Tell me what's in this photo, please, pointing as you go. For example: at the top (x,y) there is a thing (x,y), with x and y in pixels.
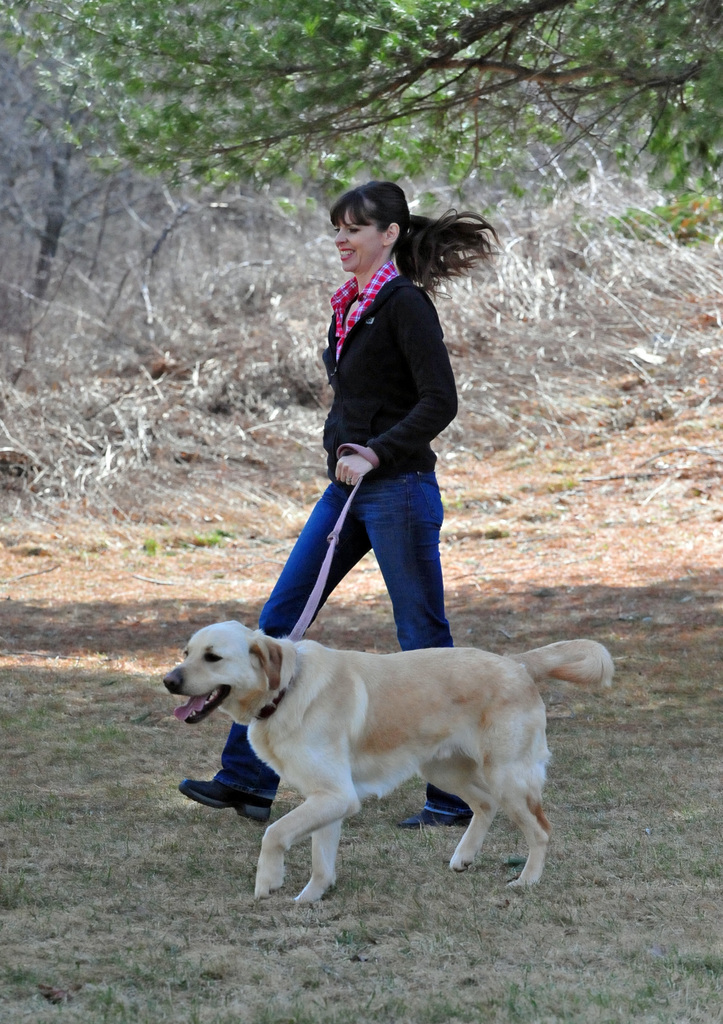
in the picture a woman (422,506) is walking by holding a belt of a dog (317,652) which is walking beside, here there are many trees (409,117).
